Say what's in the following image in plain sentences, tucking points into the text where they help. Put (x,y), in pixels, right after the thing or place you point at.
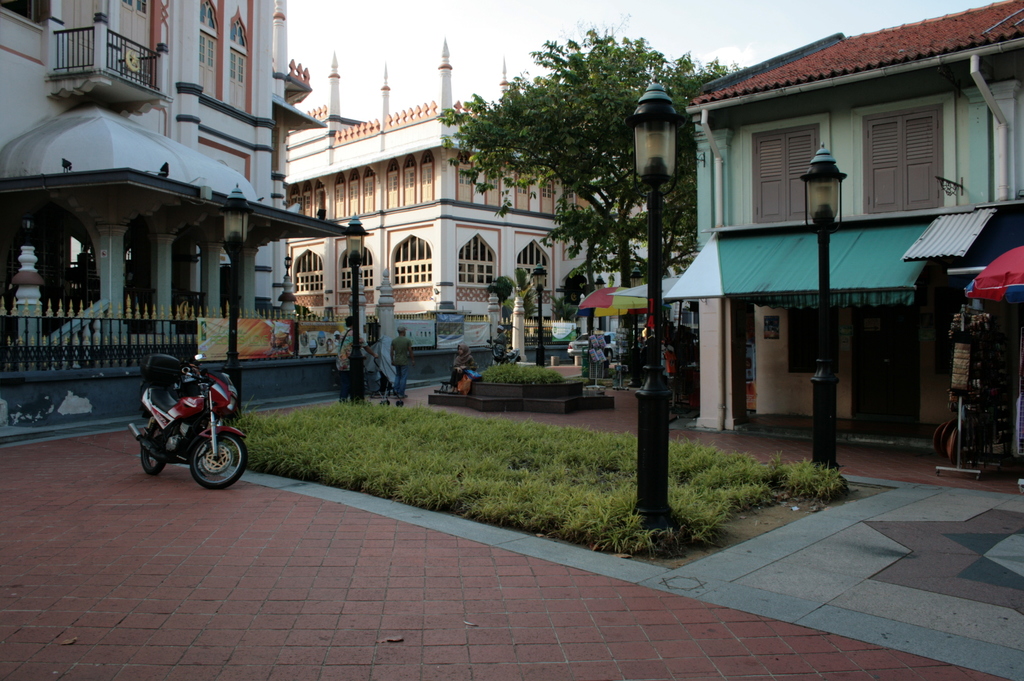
In this picture I can see the path (118,648) on which there is a bike (208,379) and I can see the grass (374,435) and few light poles (355,302). In the center of this picture (537,252) I can see the buildings (757,408), few trees (610,34) and few people (458,371). I can also see few banners (416,334). In the background (405,43) I can see the sky (522,72).
